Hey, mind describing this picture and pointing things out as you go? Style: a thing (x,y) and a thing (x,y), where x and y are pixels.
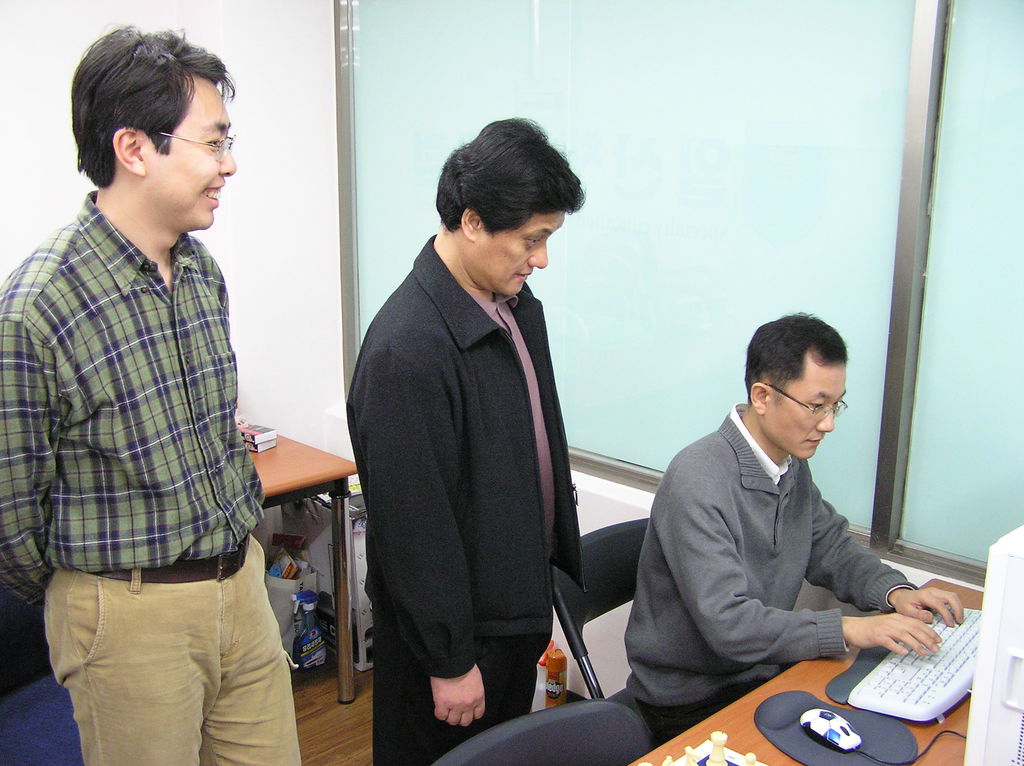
In the image there is a man (780,560) sitting in front of a computer (1022,629) and typing on the keyboard (935,686), behind him there are two men (415,508) and they are standing and watching, in the background (299,446) there is a table (280,500) in front of the wall (263,413) and on the table (271,476) there are two books (262,427), under the table (267,464) there are some objects (316,579).
